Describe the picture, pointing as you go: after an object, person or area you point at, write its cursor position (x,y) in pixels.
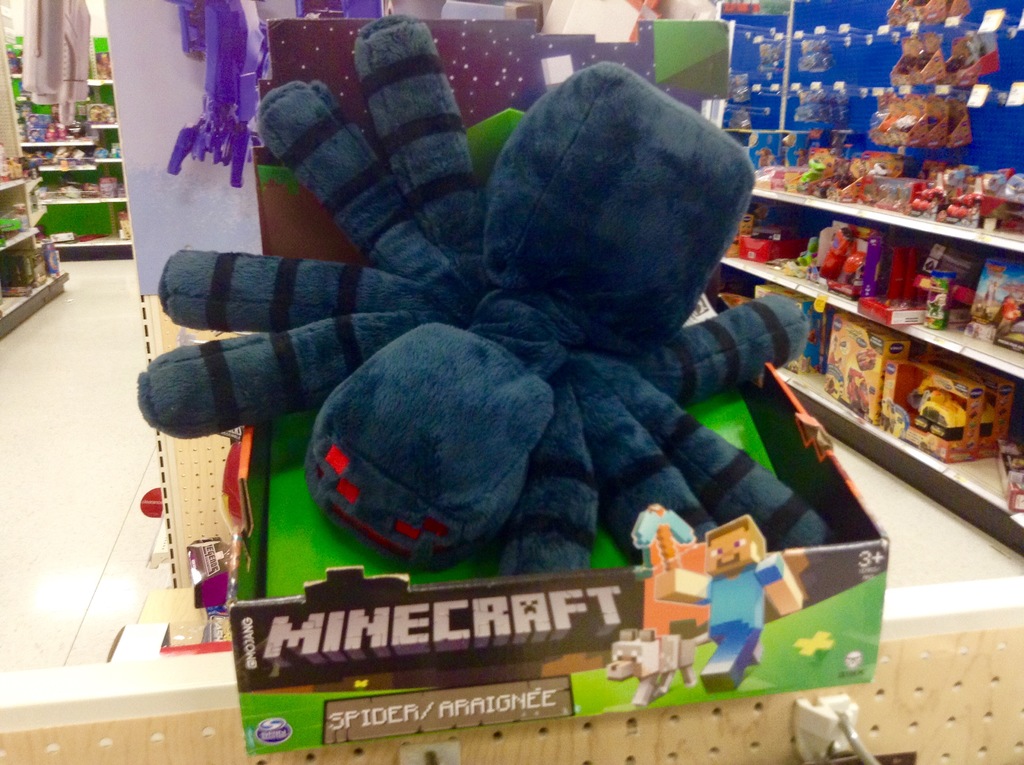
This picture might be taken in a store (435,511), in this image in the foreground (569,568) there is one box (736,576). In the box (292,508) there are toys (542,217), and on the right side (986,283) and left side there are some racks (93,163). In the racks (69,167) there are some toys (835,163) and some boxes (934,370), and in the background (212,160) there are boards (852,153) and some objects (829,177). At the bottom (988,689) there is a board (252,759), and on the board (994,704) there are some objects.
